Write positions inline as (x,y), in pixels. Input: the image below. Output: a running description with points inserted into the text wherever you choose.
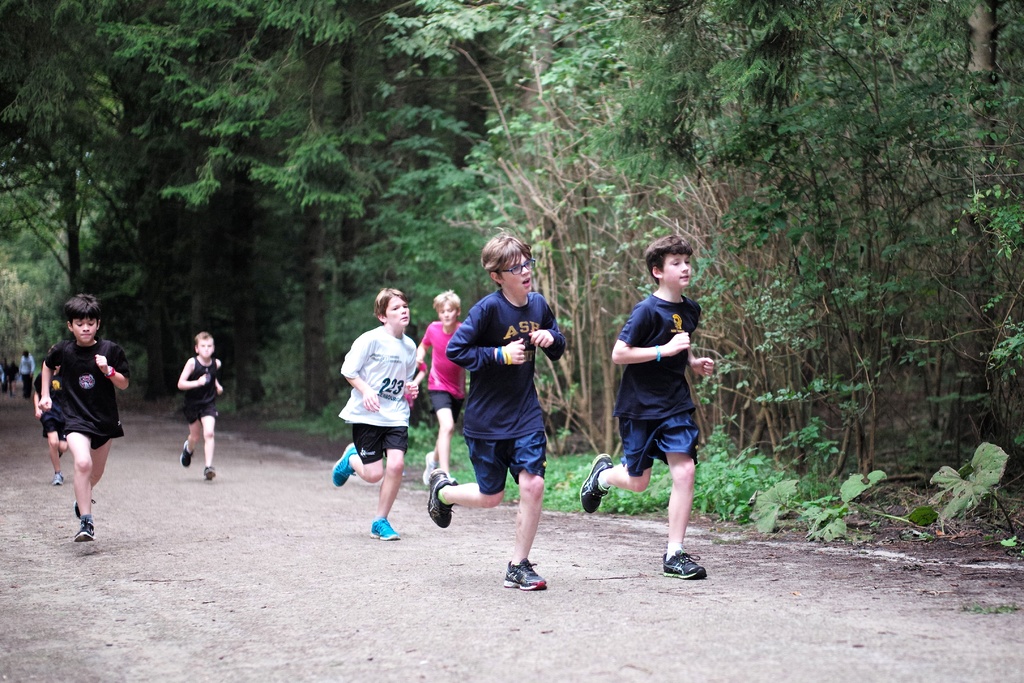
In this image we can see a group of children (388,306) running on the road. On the backside (243,238) we can see a group of trees (495,194) and some plants (746,494).
